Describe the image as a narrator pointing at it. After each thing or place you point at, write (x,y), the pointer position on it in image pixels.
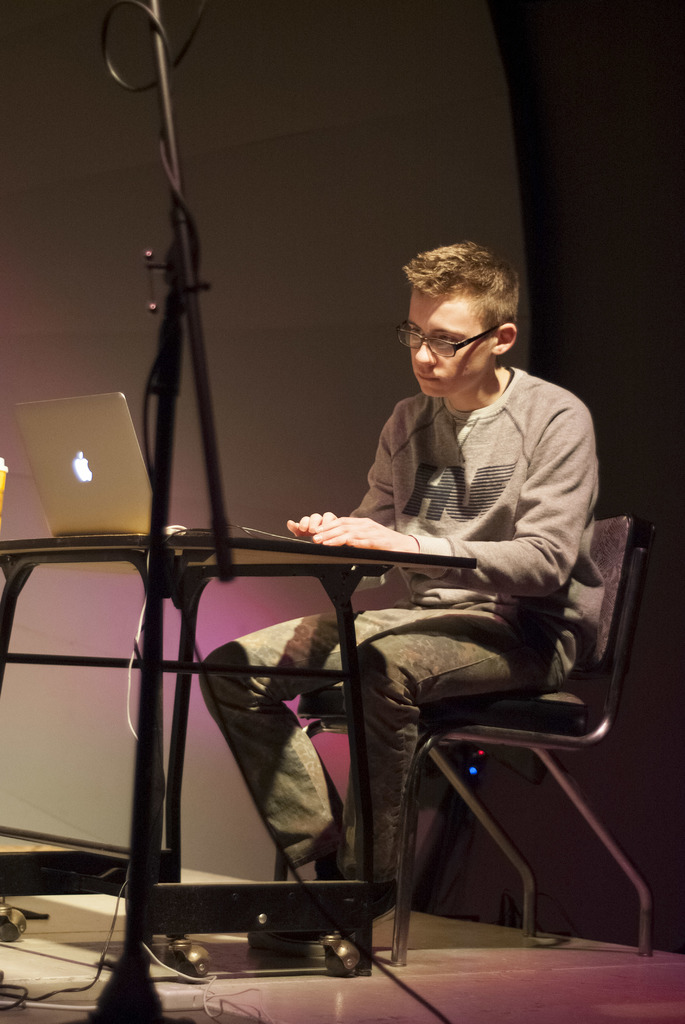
There is a boy (368,647) sitting in the chair (494,706) in front of a table (351,597) on which laptop (117,495) is placed. He is wearing spectacles (448,347). In the background (441,95) there is a wall (302,211).
